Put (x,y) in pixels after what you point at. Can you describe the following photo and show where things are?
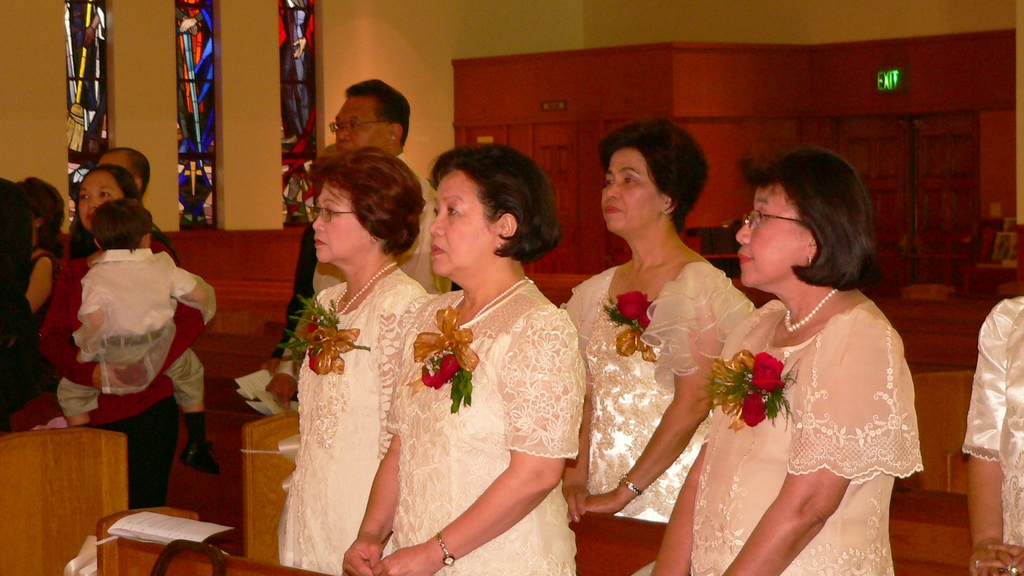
In this image in the middle (597,313) few women (398,329) visible and there are some flowers (348,330) attached to their gown (513,315), on the left side (17,277) I can see there are few persons (129,206) standing in front of benches (111,483), at the bottom (139,526) there is a paper (149,516) kept on bench (113,510). At the top (121,82) there is the wall (414,35), door (920,123), some glass windows (90,75) attached to the wall (411,51).
